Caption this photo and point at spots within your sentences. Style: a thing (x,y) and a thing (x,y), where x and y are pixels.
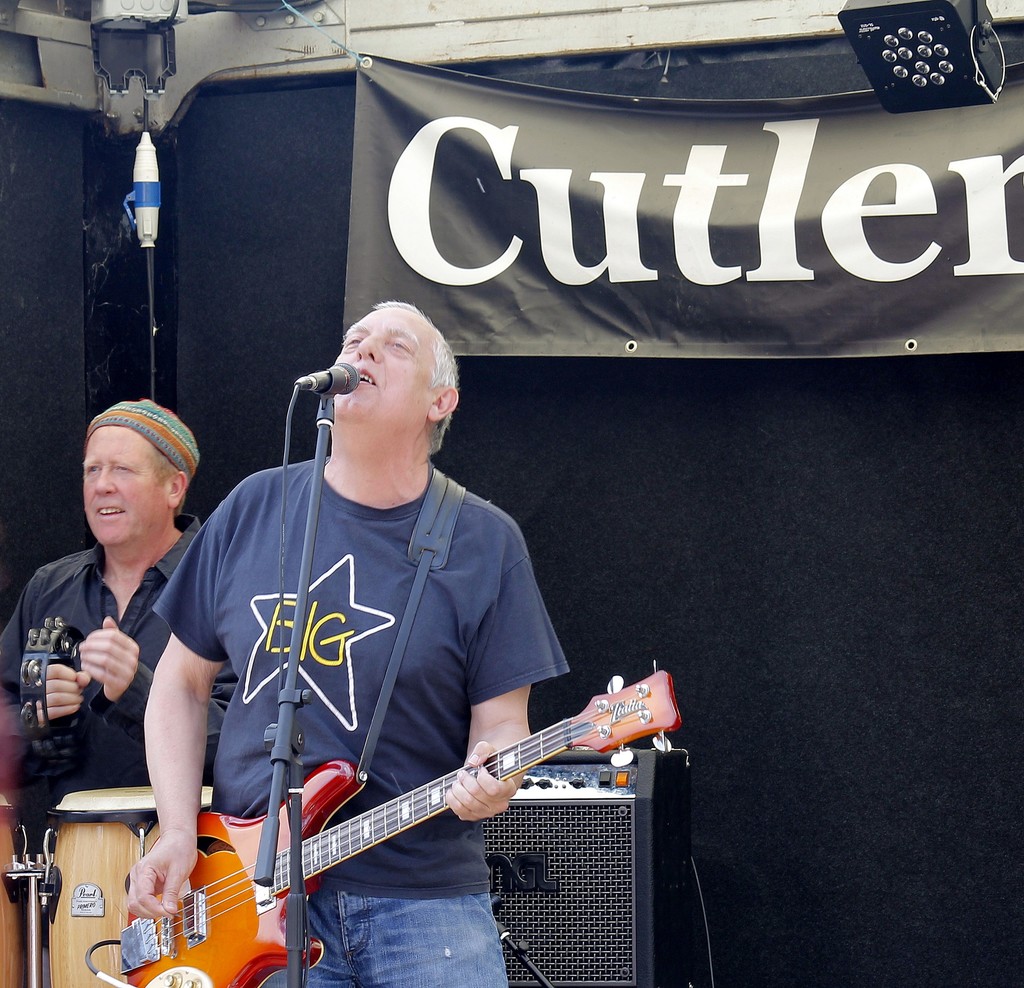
In this picture there is a man (357,671) playing guitar (227,878) and singing on a mic (341,375). There is also another man (85,740) playing musical instrument (43,657). A black object (833,183) is seen in the background (642,316).
